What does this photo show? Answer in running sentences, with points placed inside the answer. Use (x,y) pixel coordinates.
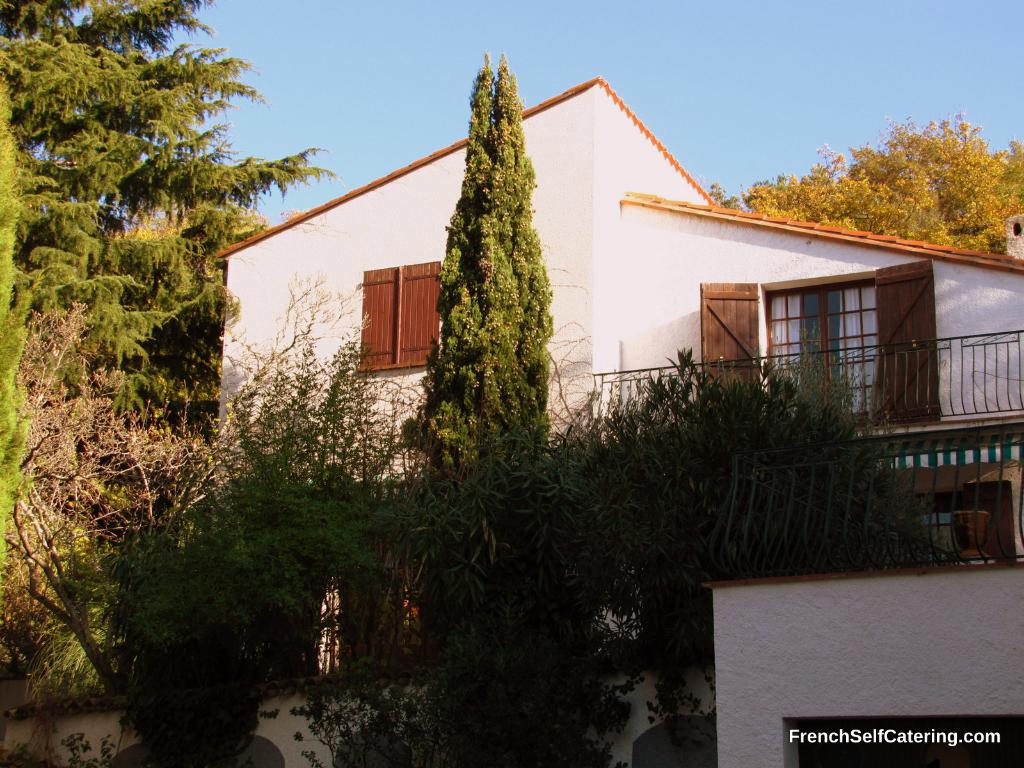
In this image, we can see a house (612,268) with walls (622,321), door (830,332), grills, windows (844,321). Here we can see so many trees (449,575). Background (802,106) there is a sky (765,76). Right side (829,736) bottom of the image (873,737), we can see some text (847,742).
